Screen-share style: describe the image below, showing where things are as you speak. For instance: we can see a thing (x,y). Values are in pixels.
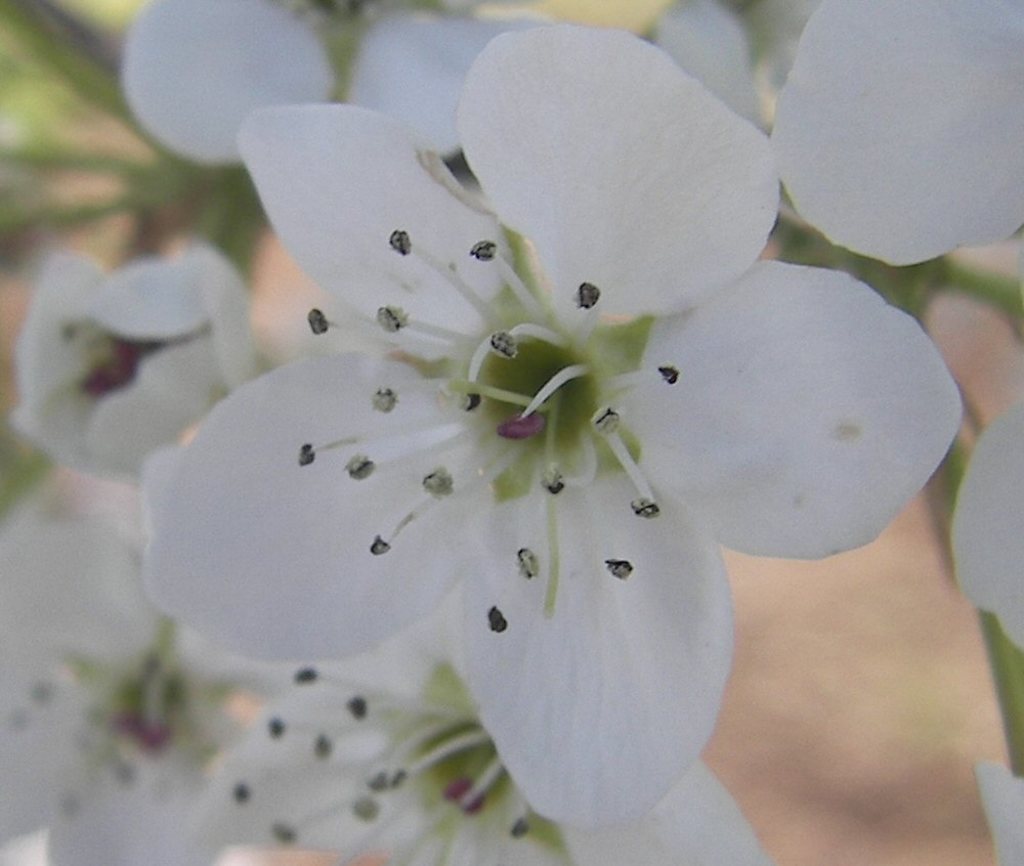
In this image there are white flowers (551,512).
